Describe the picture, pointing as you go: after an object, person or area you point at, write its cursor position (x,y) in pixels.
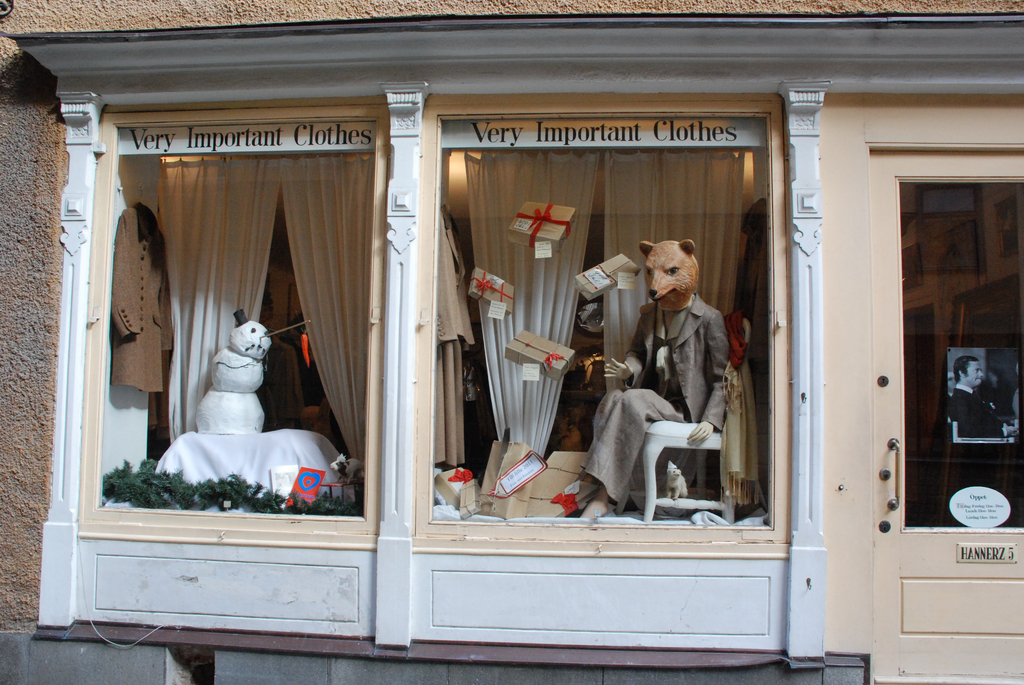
There are two shelves (665,364). In the first shelf (222,371), there is a white color doll (255,369) placed on the table (225,433) which is covered with white color cloth (326,445), near artificial plants (184,495), coat (137,263) hanged on the wall (135,180) and white color curtains (349,269). In the second shelf (606,387), there is a statue (666,355) of a person (677,398) sitting on the white color chair (654,458) near boxes (530,351) hanged, coats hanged on the walls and white color curtains (578,259). On the right side (913,569), there is a door (896,200) which is having glass window (1011,299). On the left side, there is a wall (43,322) of the building (398,6).
